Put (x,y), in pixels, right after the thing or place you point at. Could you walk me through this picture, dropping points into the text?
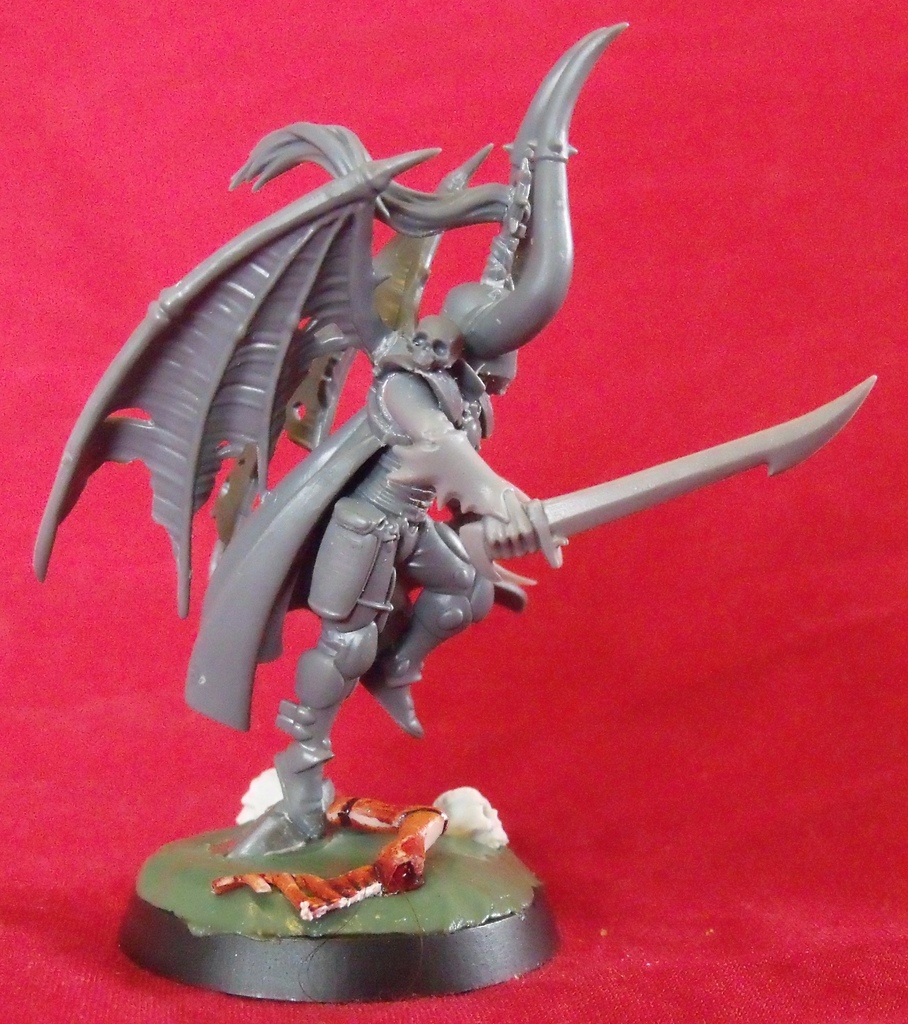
In this image there is a statue (346,586) and there is a curtain (717,272) which is red in colour.
